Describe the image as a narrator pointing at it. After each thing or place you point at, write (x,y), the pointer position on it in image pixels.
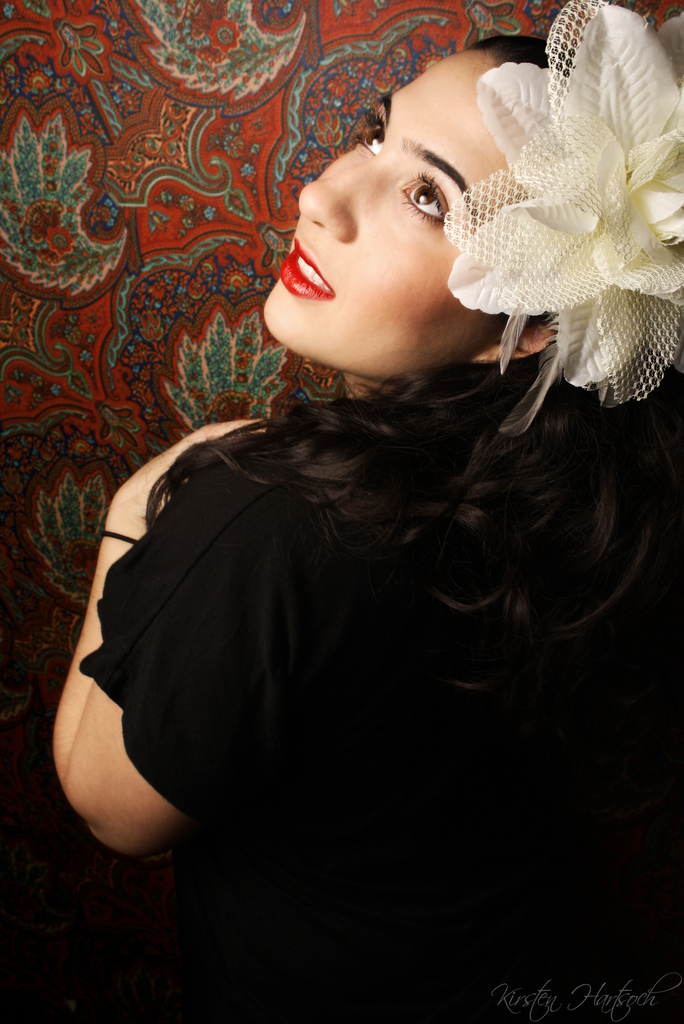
In this image, we can see a woman (338,612) in black dress (363,695) is seeing upwards. Background (249,313) we can see a wall (245,205). Here we can see some white color object (605,163). Right side bottom, there is a watermark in the image.
